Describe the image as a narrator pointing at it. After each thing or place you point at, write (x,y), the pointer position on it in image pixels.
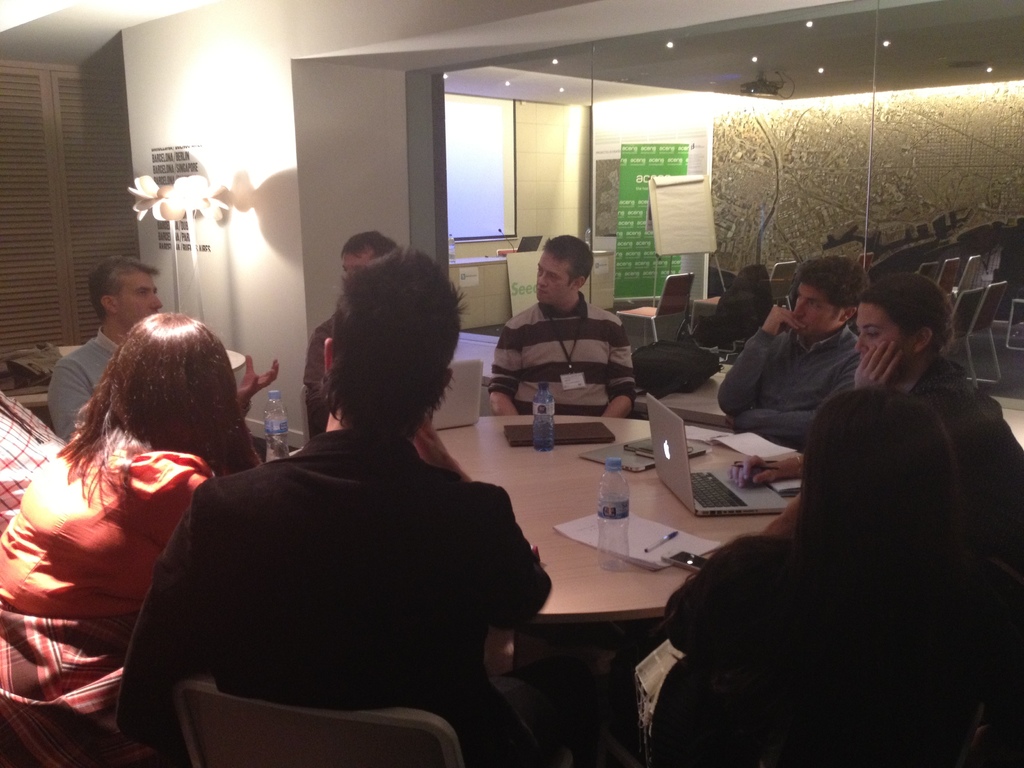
In this picture there are group of people (439,437) sitting in chairs (348,719) and in table (572,553) there are bottle (629,522), laptop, paper (677,543), pen (666,539), book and in back ground (501,210) we have light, window (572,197), board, and a hoarding (677,166) and a projector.
